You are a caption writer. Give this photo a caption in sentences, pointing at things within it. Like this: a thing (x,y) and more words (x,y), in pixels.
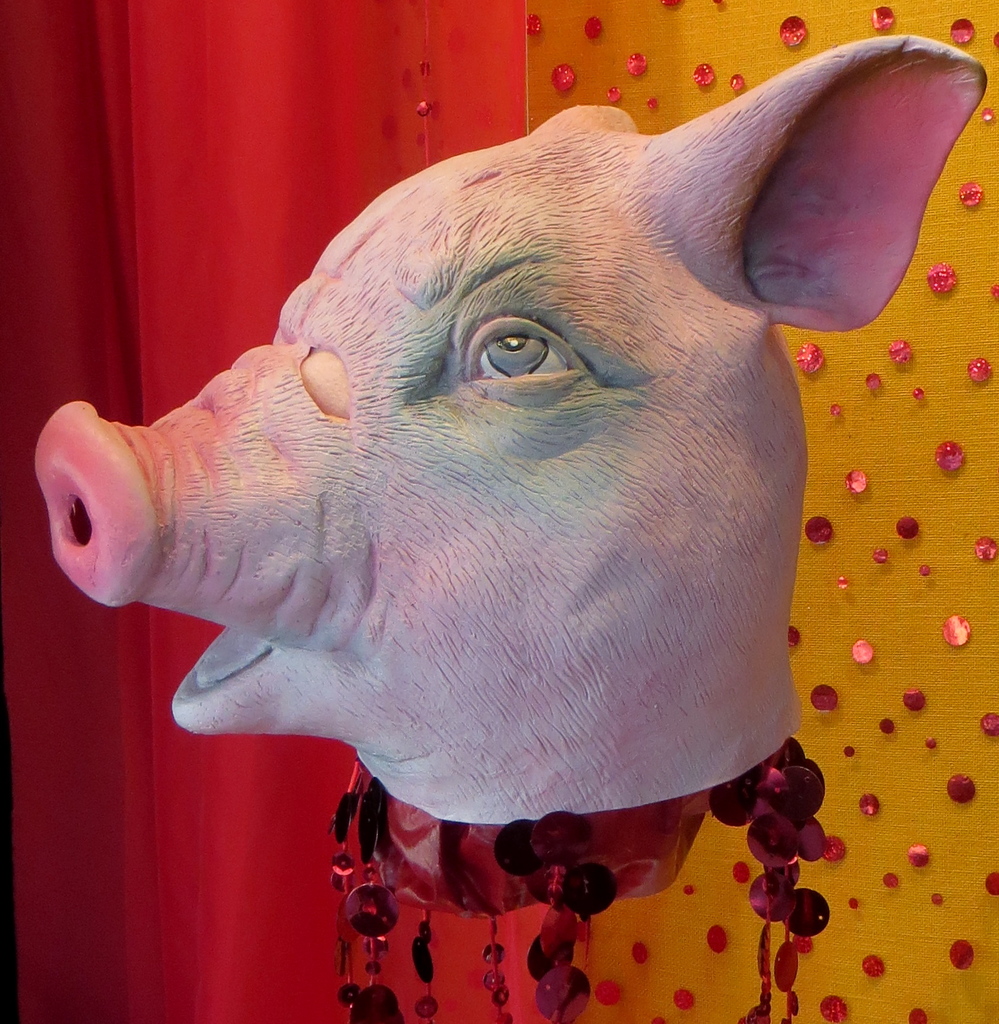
In front of the image there is a depiction of a pig (479,653). Beneath the depiction (582,788) there are some objects (485,959) hanging. In the background of the image (124,827) there are some objects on the wall (902,506) and there is a curtain (288,277).
